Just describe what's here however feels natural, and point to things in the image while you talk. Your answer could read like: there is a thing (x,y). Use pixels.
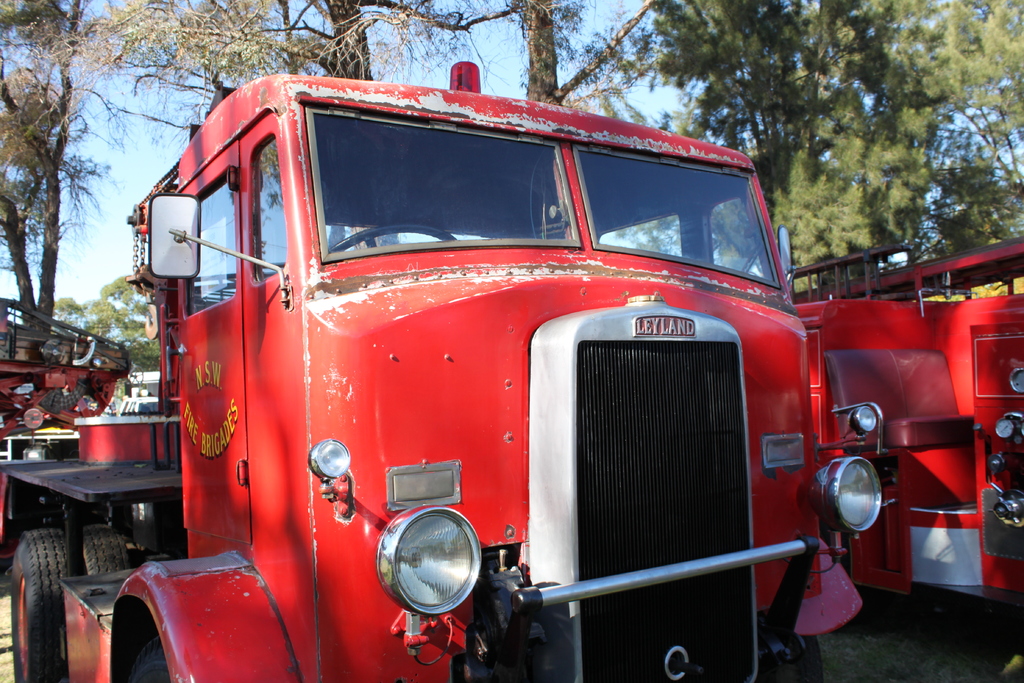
In this image we can see group of vehicles (423,374) in red color are parked on the ground (834,632). On one vehicle (377,446) we can see group of headlights (407,568), mirrors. In the background (70,253) we can see group of trees (932,179) and sky (89,209).
